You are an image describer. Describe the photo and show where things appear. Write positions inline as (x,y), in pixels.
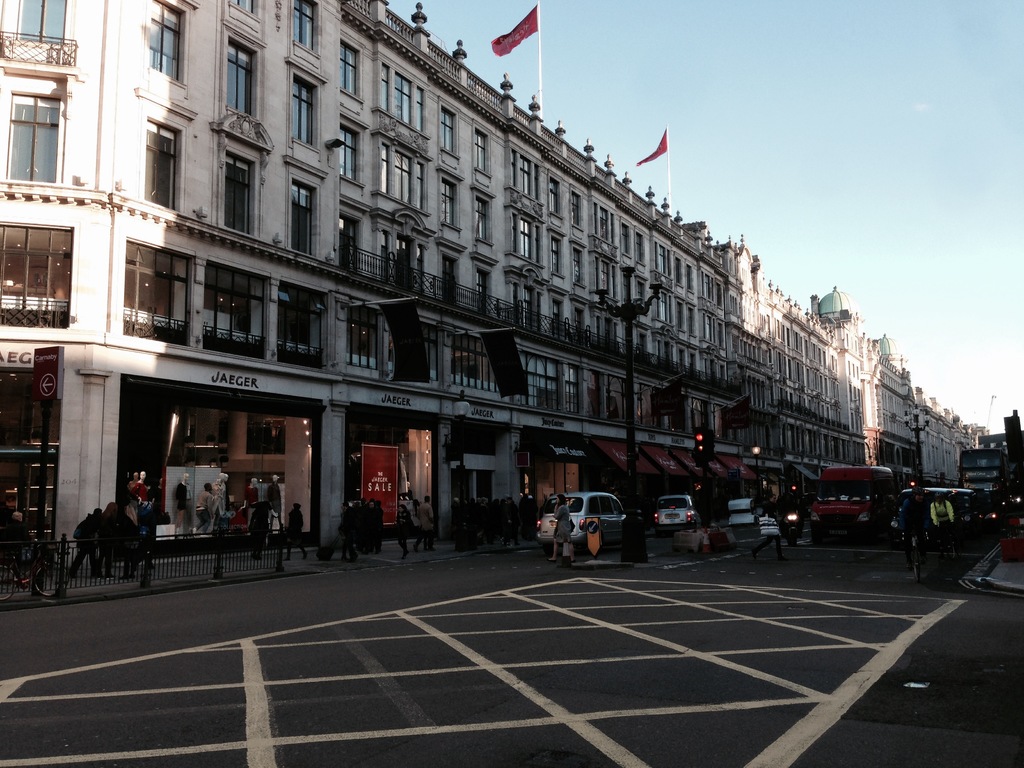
There is a road (652,639), on which, there are vehicles (581,545) and persons (912,498). In the background (901,388), there are buildings (800,343), on them, there are two flags (512,44) and there is sky (784,223).
